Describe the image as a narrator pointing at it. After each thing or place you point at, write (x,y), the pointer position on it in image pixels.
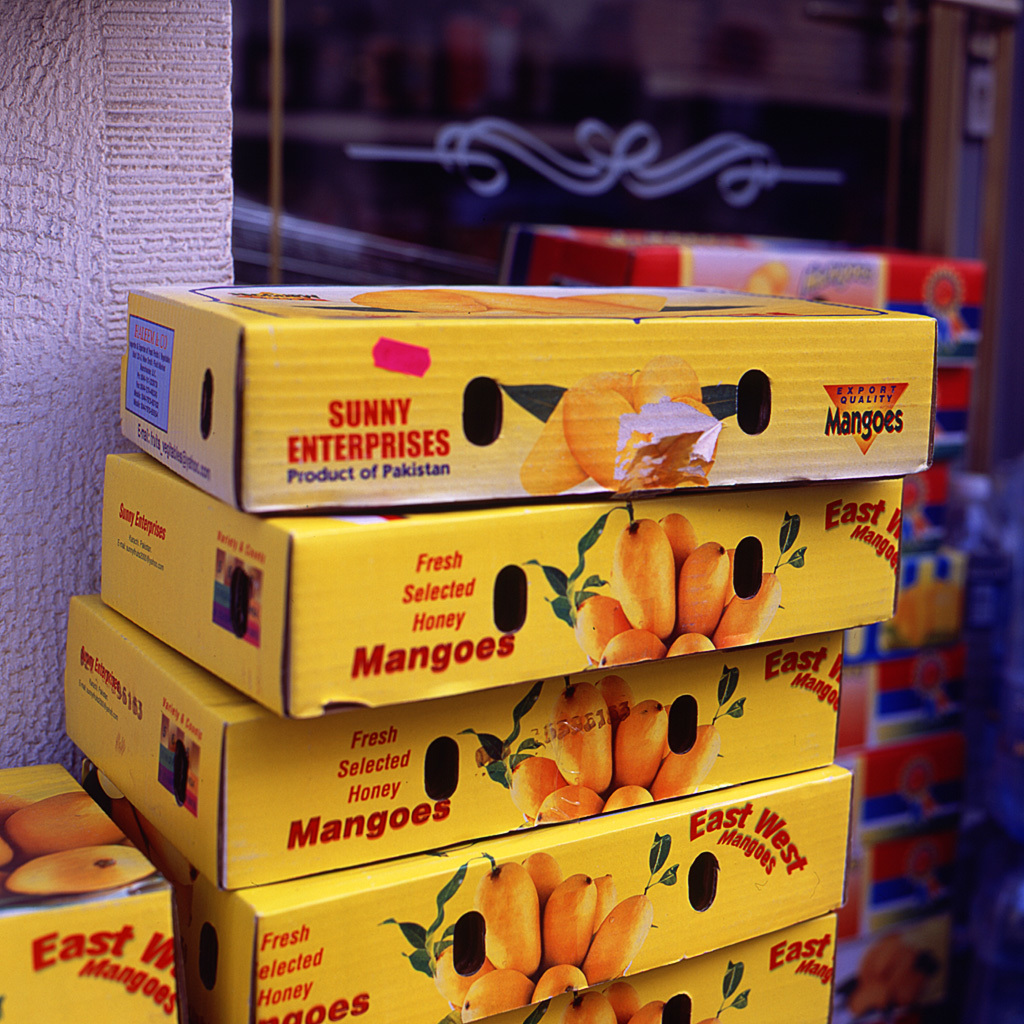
In this image we can see printed cardboard cartons (409,299) arranged in a row.
